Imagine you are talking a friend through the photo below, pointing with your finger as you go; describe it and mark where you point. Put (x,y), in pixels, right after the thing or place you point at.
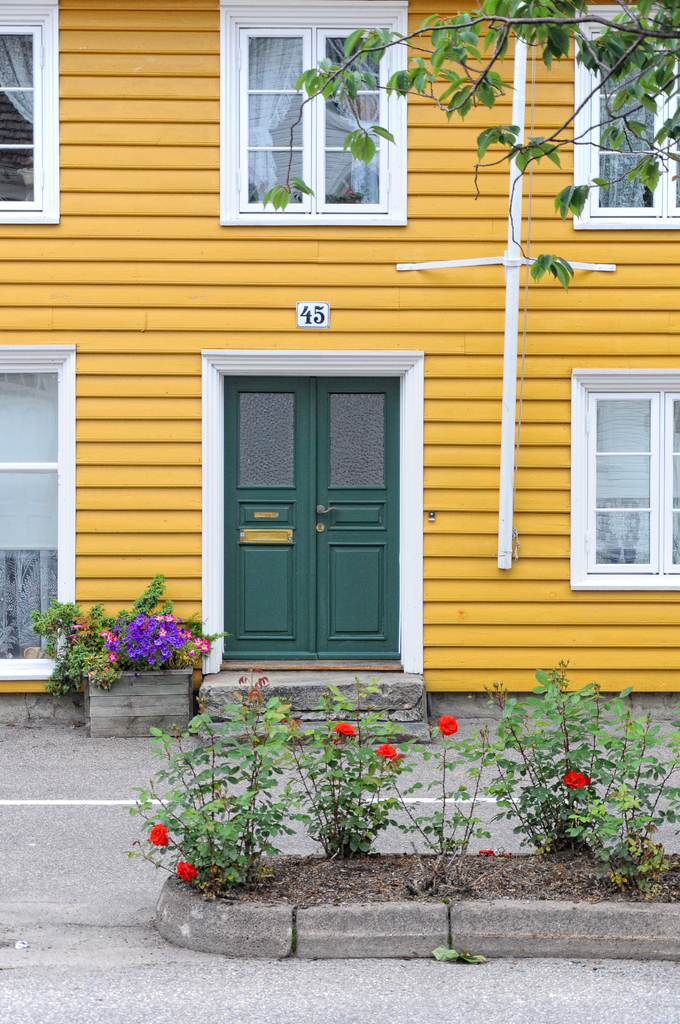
In this image in the center (343,655) there is one house (271,453), door (264,441) and some windows (577,585), plants (72,686), flower pot (137,699) and at the bottom (625,984) there is a road (139,817).
